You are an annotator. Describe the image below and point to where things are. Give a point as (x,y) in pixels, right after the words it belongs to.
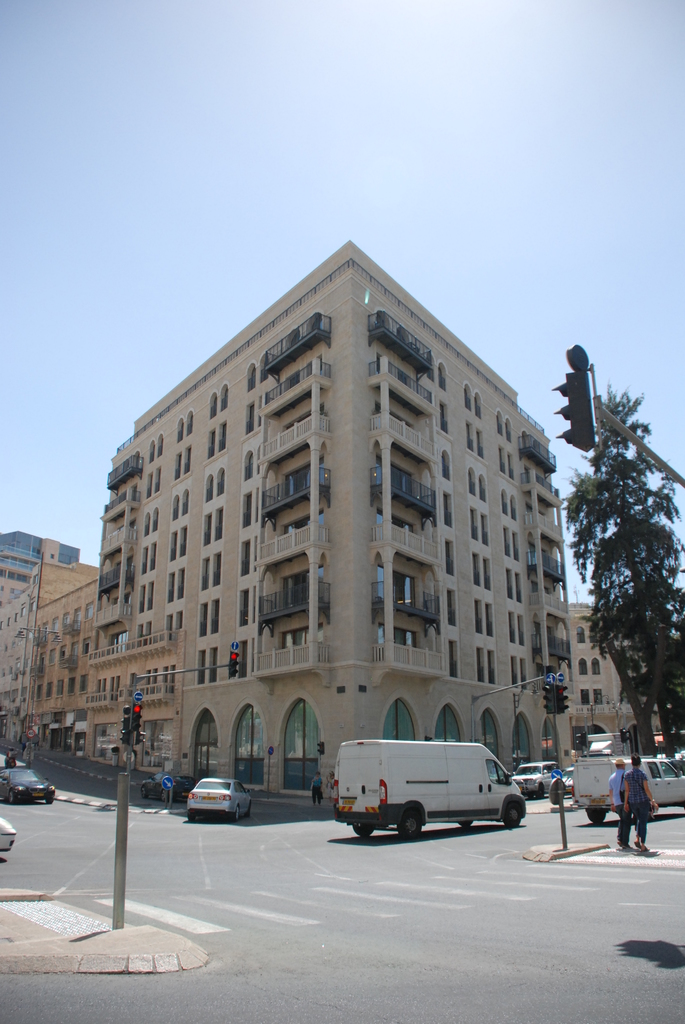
In this image there is a road (400,868) in the middle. On the road (493,838) there are so many cars (245,788). In the background (257,553) there are buildings (362,523). On the right side (644,533) there is a tree (620,561). Beside the tree (596,561) there is a traffic signal light (572,408). At the top (370,127) there is the sky (339,133). On the left side (150,931) bottom there is a footpath (30,927) on which there is a pole (119,868).
